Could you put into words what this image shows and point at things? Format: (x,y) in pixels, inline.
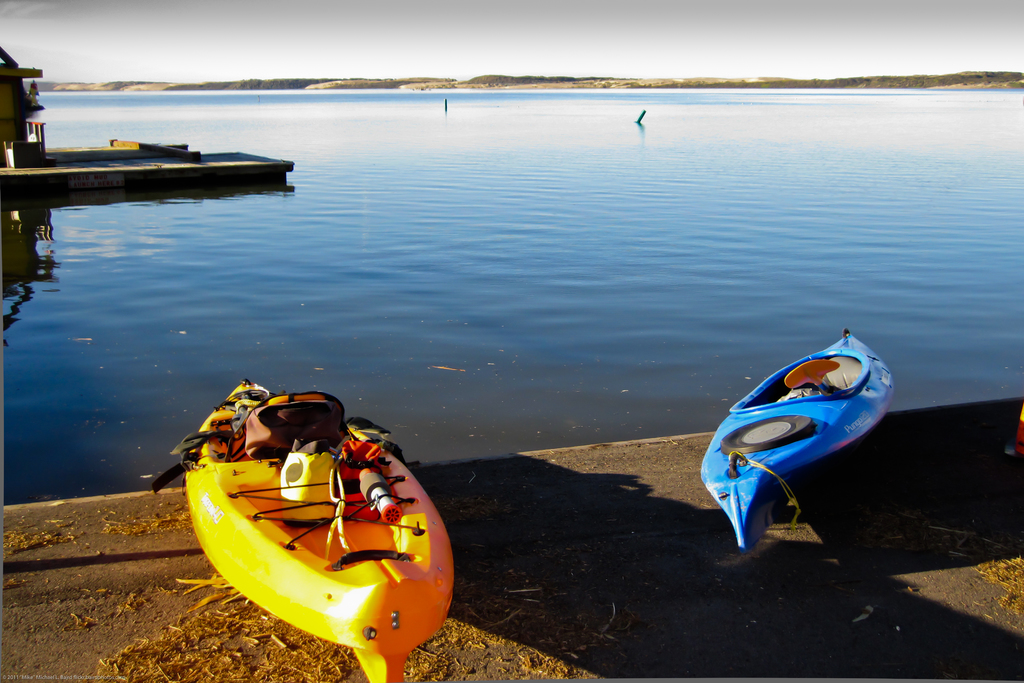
In this image, we can see two boats (744,443) in different colors. There is a lake (573,123) in the middle of the image (589,356). There is a sky (448,41) at the top of the image (416,67).
